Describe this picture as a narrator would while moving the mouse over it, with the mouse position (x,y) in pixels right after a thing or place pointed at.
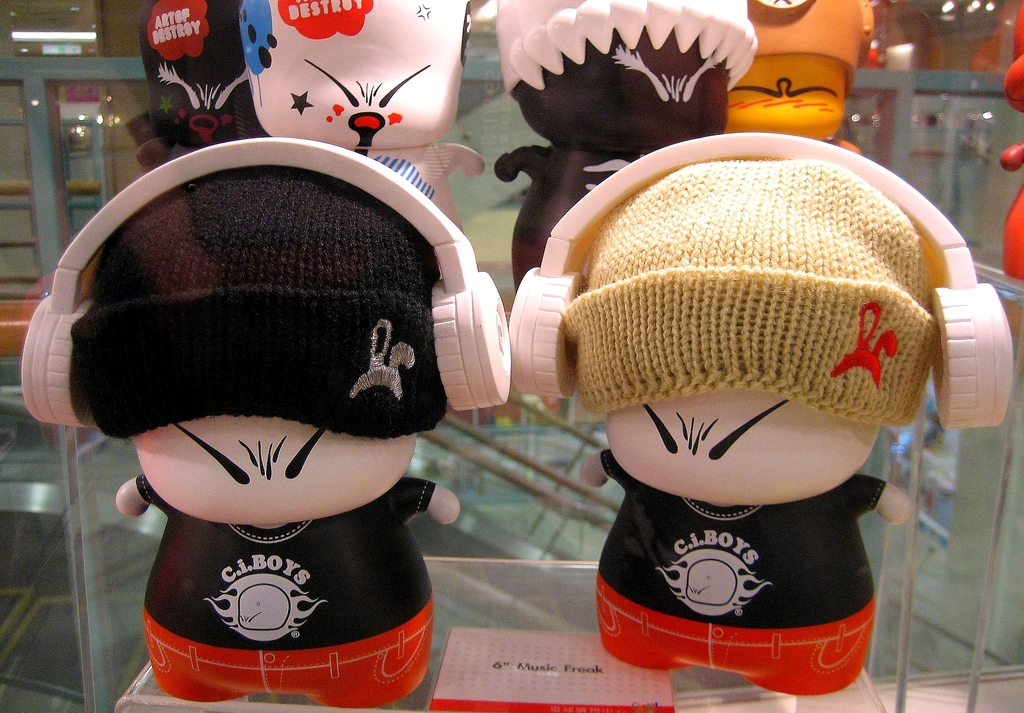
In this image we can see some dolls (382,221) which are placed on the racks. We can also see some ceiling lights (14,36) to a roof (27,28).
